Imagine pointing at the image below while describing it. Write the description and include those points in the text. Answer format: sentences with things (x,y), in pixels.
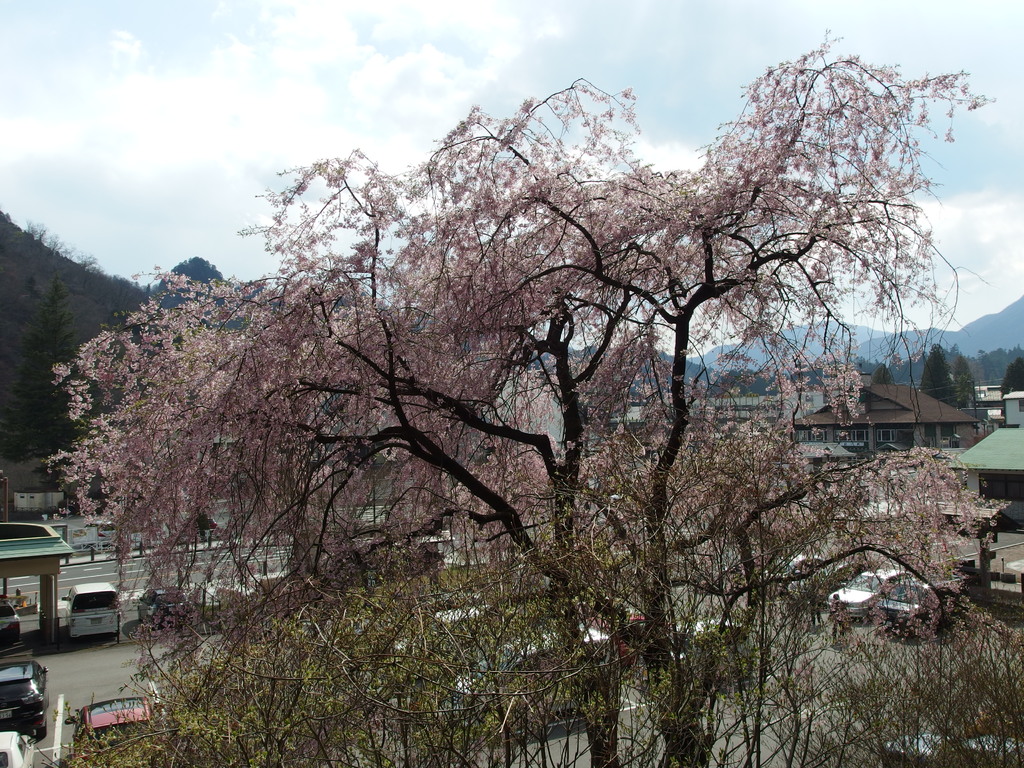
In this picture we can see few trees (484,557) and vehicles (112,604) on the road (78,655), in the background (834,458) we can find few houses (743,426), hills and clouds (370,84).
